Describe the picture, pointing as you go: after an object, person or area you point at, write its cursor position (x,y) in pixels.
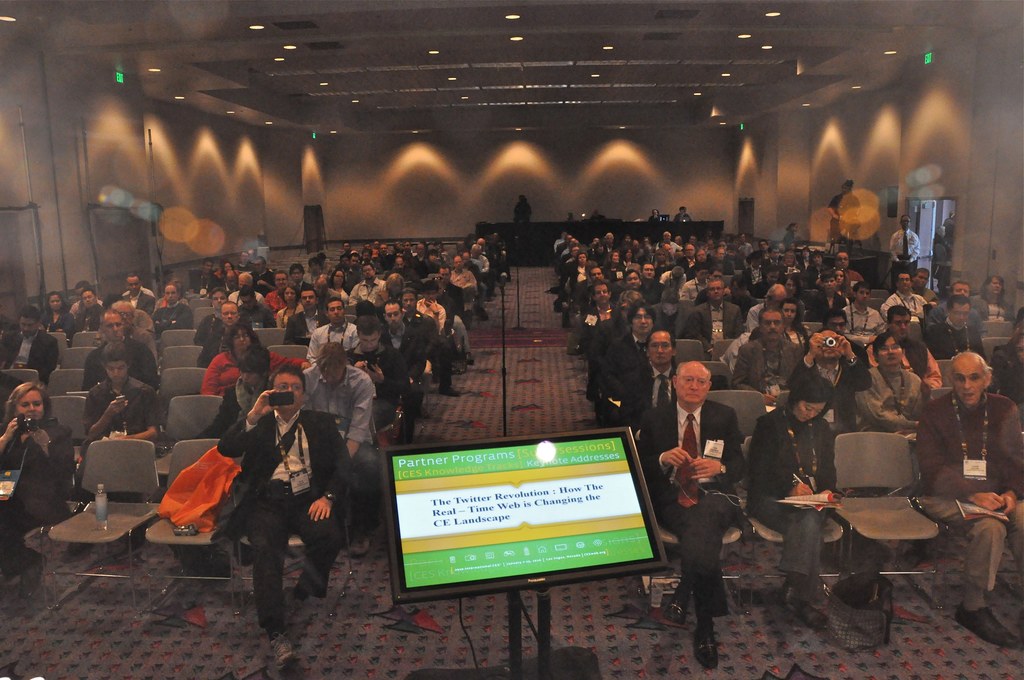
In this image I can see number of persons (257,346) sitting on chairs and some of them are holding cameras (272,393) in their hands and some are holding books (814,504) and pens (798,479) in their hands (814,490). I can see the screen (527,553). In the background (496,188) I can see few persons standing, the wall (503,200), few lights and the ceiling (475,62).
